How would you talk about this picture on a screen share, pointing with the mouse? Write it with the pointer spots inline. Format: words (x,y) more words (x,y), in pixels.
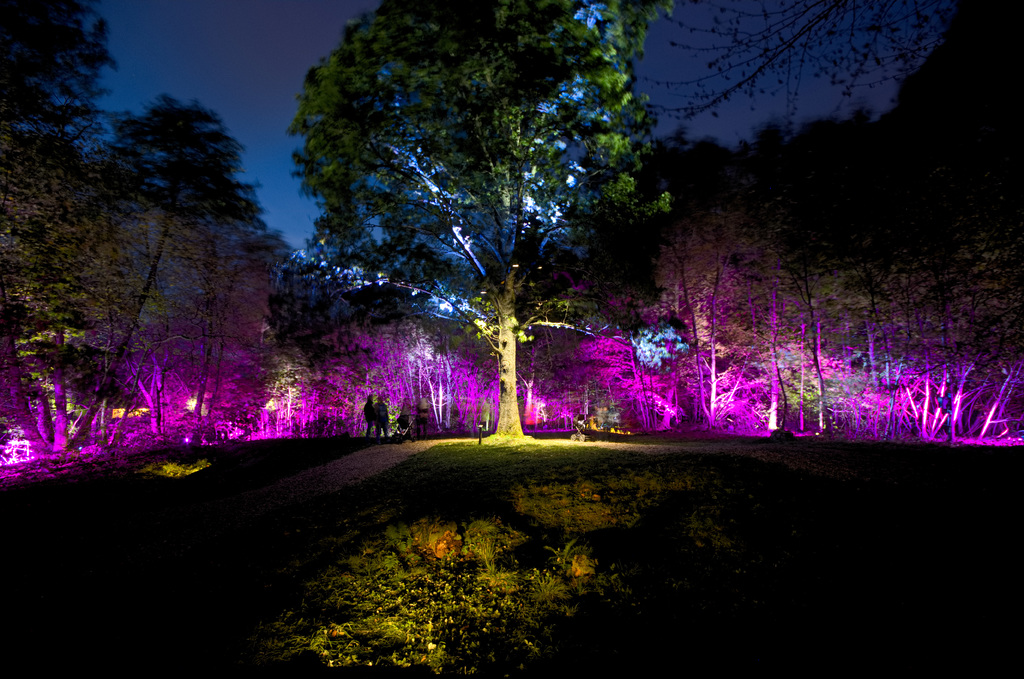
In this image we can see few trees (457,323), few people (386,413) standing on the ground (397,513) and the sky (252,81) in the background (721,57).
